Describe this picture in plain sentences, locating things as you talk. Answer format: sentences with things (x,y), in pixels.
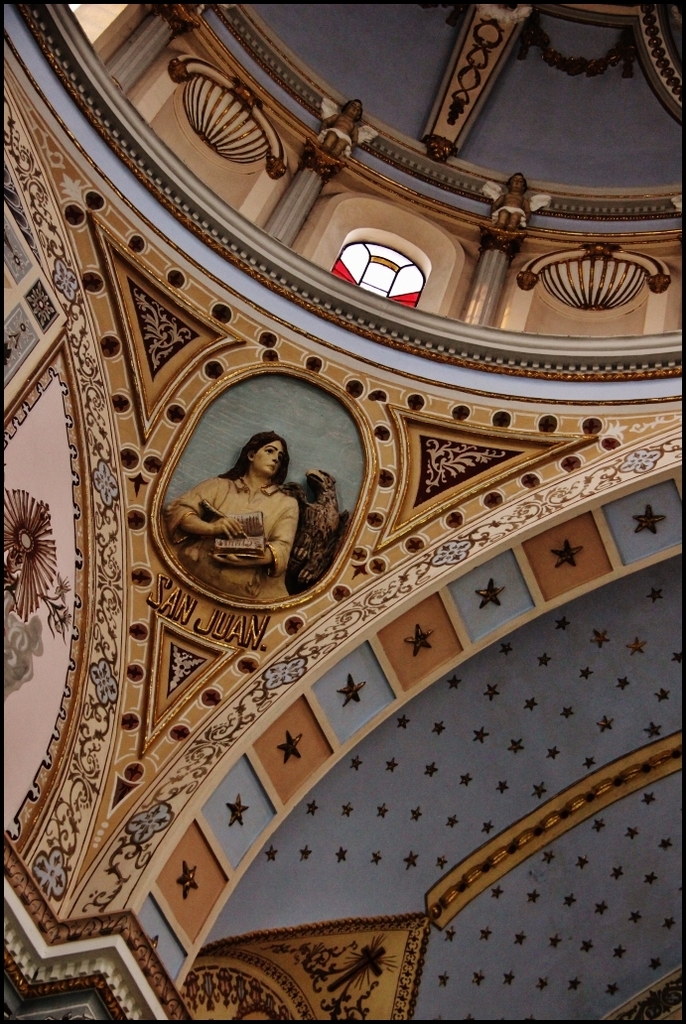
In this image there might be a wall (482,744), and on the wall (606,612) there is some art (332,700). And at the top of the image (409,280) there is window (403,274) and some objects (659,67) on the wall (653,140).
